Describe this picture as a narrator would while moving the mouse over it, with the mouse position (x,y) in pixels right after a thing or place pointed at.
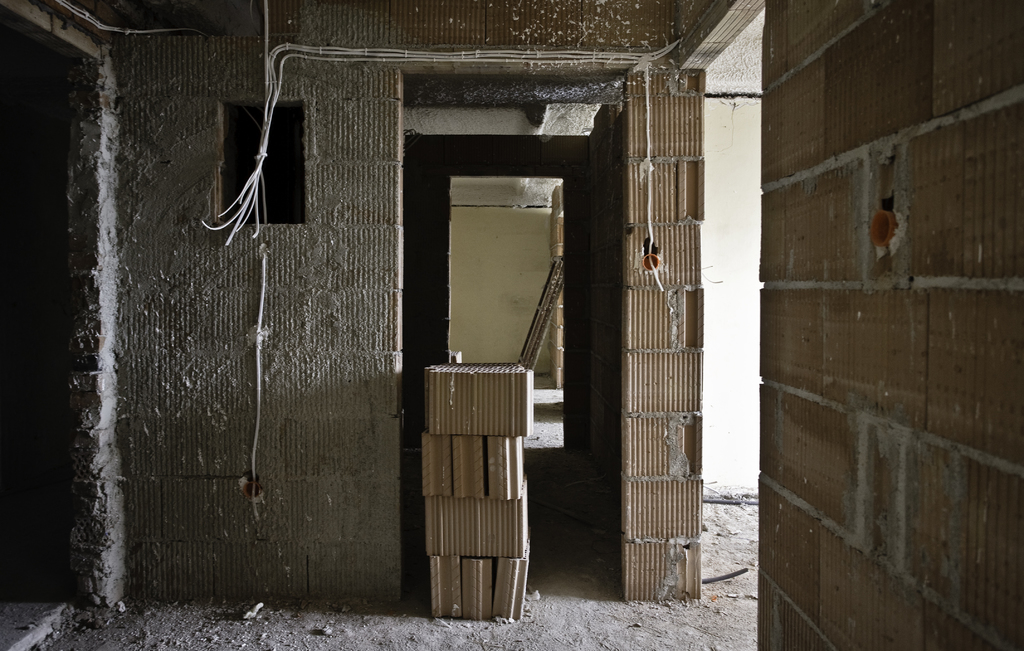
In this picture we can see bricks (470,394) near to the wall (388,436). Here we can see doorway (431,157). On the right (929,308) there is a brick wall (892,490).
